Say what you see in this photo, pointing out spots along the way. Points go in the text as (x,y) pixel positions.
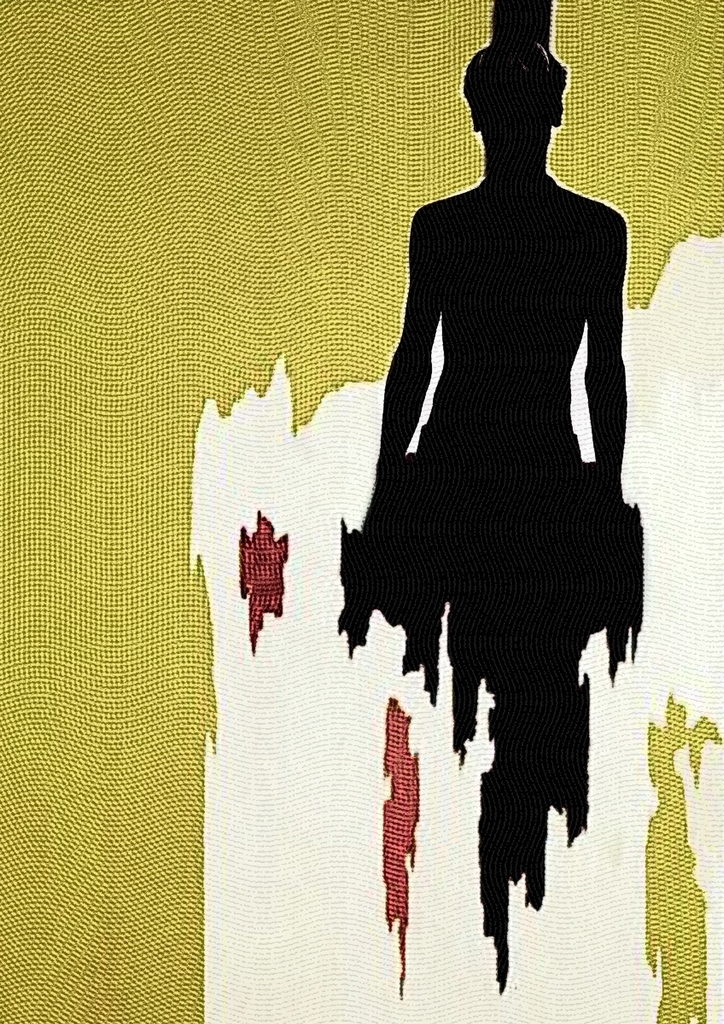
In this picture there is a poster (599,464). In that poster (599,464) there is a woman's picture (591,287) in a black color.
